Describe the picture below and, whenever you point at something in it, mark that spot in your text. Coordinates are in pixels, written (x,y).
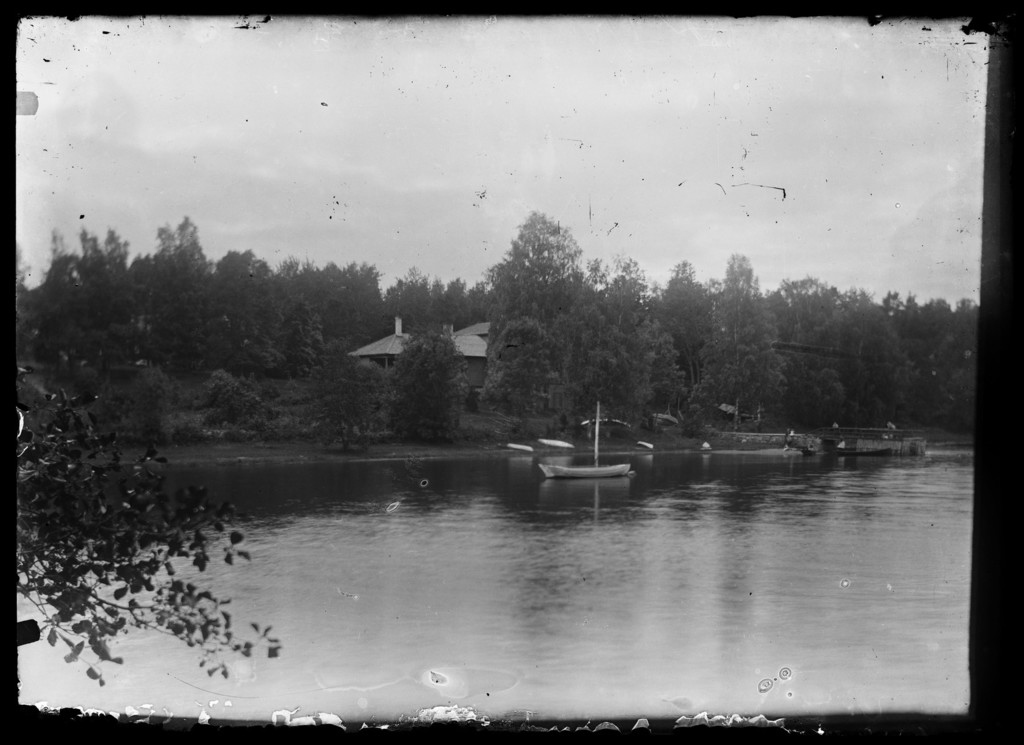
This is a black and white image, we can see there is a boat (597,465) on the surface of water (520,553) is at the bottom of this image (601,539). There are some trees (429,364) and a house (465,350) in the background (463,378). There is a sky (568,135) at the top of this image (592,157).
